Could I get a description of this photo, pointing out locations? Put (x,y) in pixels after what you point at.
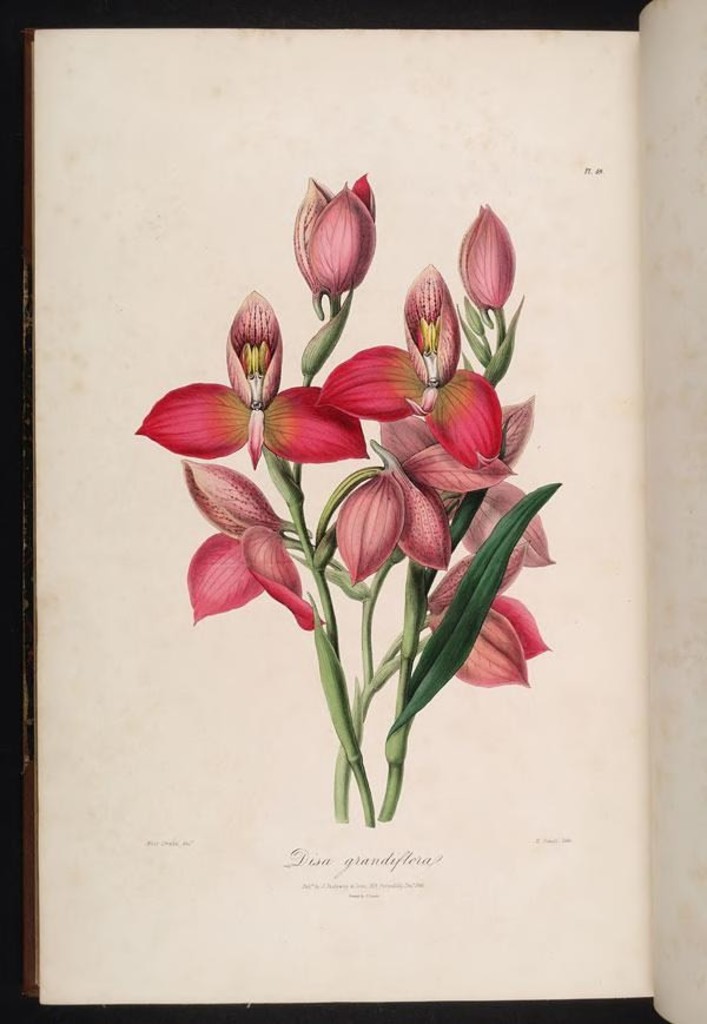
In this I can see a book (450,732) and a picture (419,417) of flowers (423,342), stems (369,701) and leaves (425,688). Something is written at the bottom of the image (330,854).
